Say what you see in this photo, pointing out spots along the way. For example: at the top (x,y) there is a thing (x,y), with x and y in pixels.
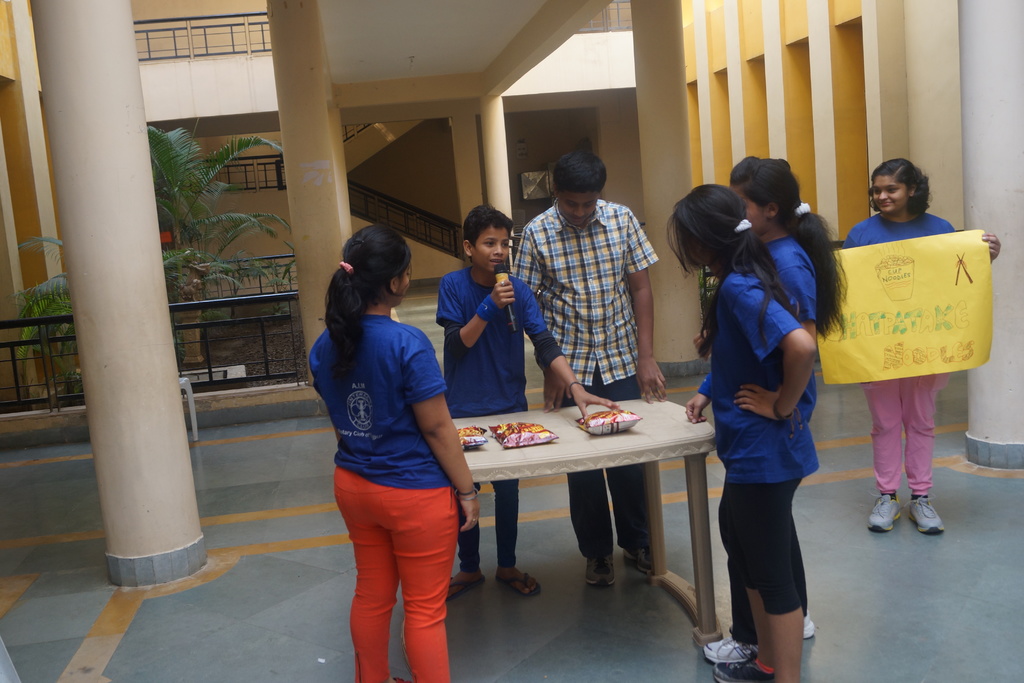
A girl (901,217) standing on the right (891,312) is holding a banner (906,288). There are six students (573,317) standing around a table (484,448). In the middle (483,341) a boy (492,361) is holding a mic (510,322). On the table (515,413) there are some packets (540,426). Also there are many pillars (167,366). In the background (242,334) there is a railing (225,325), trees (186,253) and a staircase (403,205).
